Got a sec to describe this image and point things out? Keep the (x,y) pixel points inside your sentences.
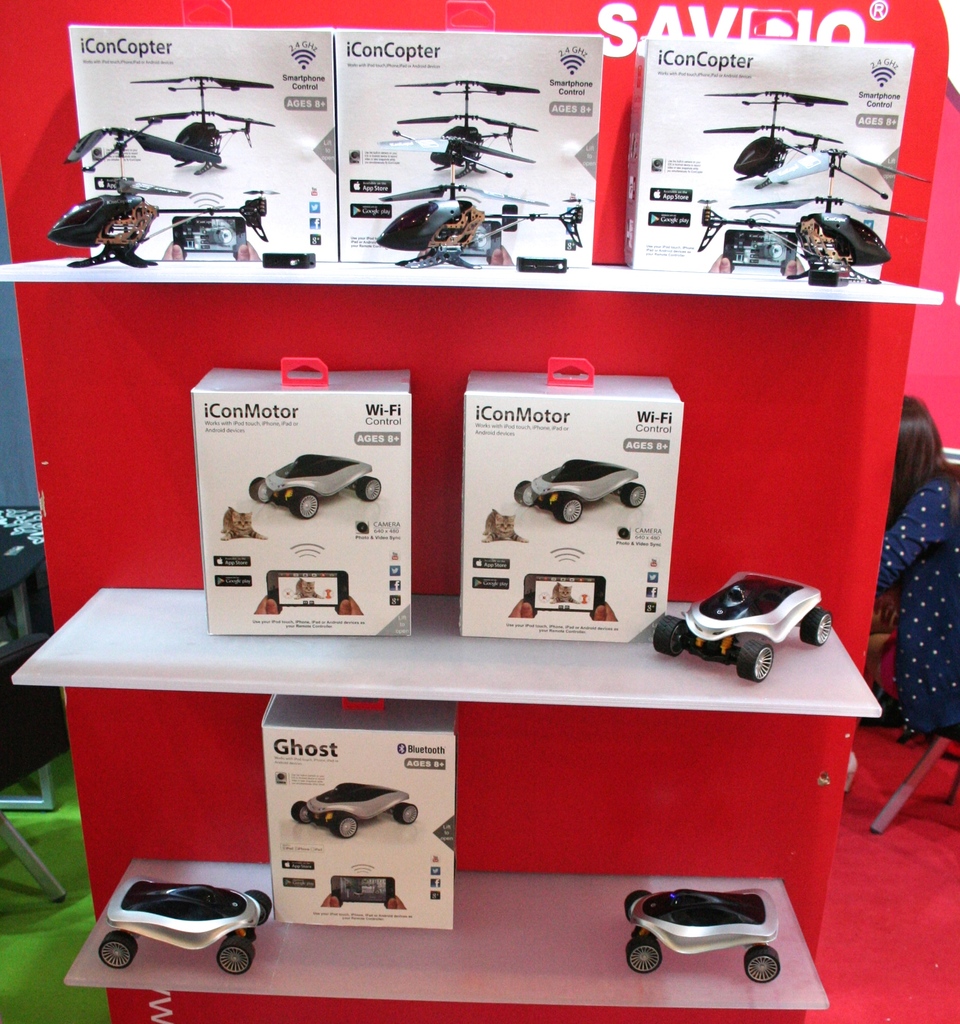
This image consists of toys (444,228). At the top (452,208), we can see the toy copters (463,243). At the bottom (730,912), there are toy cars (126,902). These all are kept in the racks (682,982). At the bottom (833,1002), there is floor mat (872,971). On the left (11,528), we can see a table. On the right (954,569), we can see a woman (955,577) sitting.
